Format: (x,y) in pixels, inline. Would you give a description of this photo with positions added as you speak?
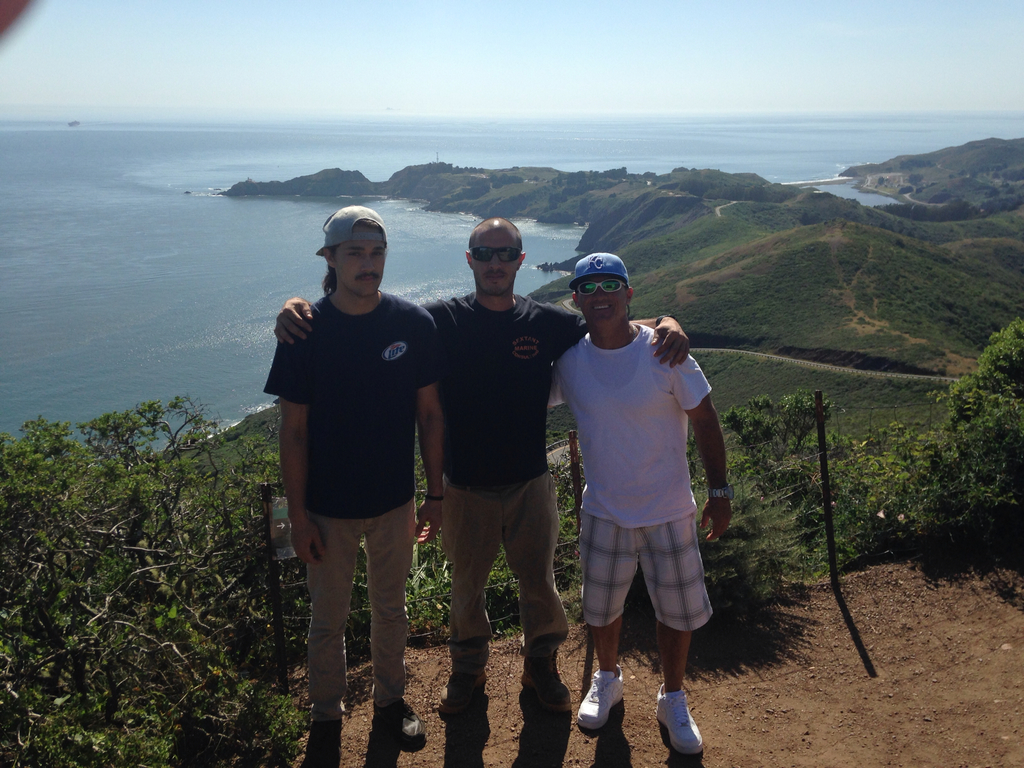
In this picture we can see three men (345,537) standing on the ground (879,659) and at the back of them we can see the grass (766,343), water (209,413), fence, trees (782,545), rocks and in the background (290,56) we can see the sky (640,75).
